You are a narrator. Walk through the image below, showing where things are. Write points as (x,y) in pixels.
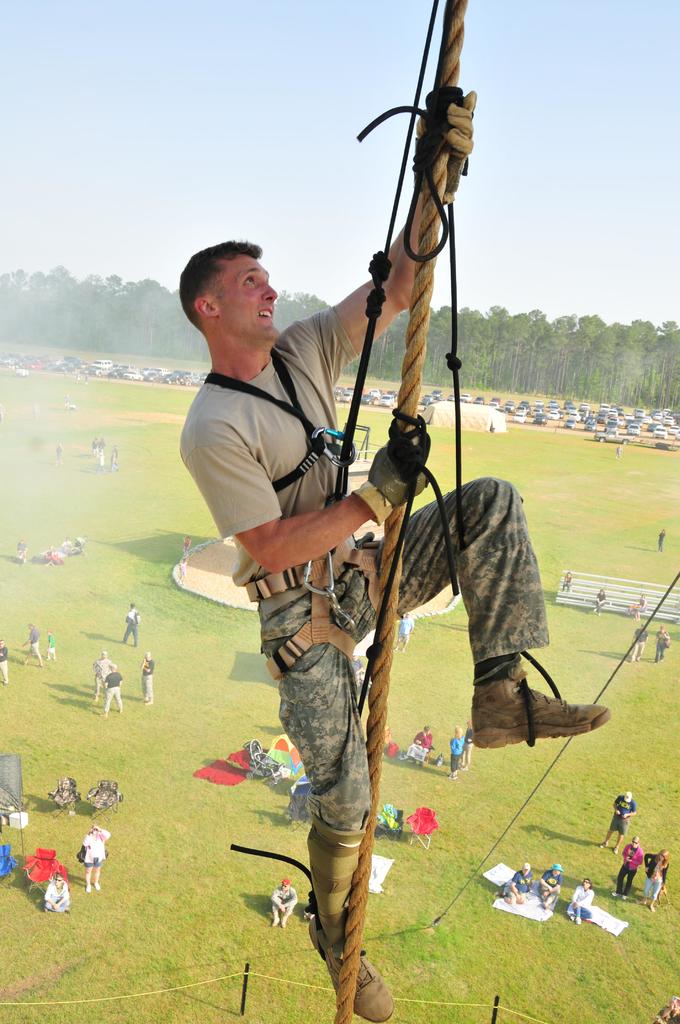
In the center of the image (361,566), we can see a person (316,573) climbing a rope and in the background (530,898), there are people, chairs (109,808), mats (521,906), a bench (620,603) and we can see some stands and vehicles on the road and there are trees (603,327).
